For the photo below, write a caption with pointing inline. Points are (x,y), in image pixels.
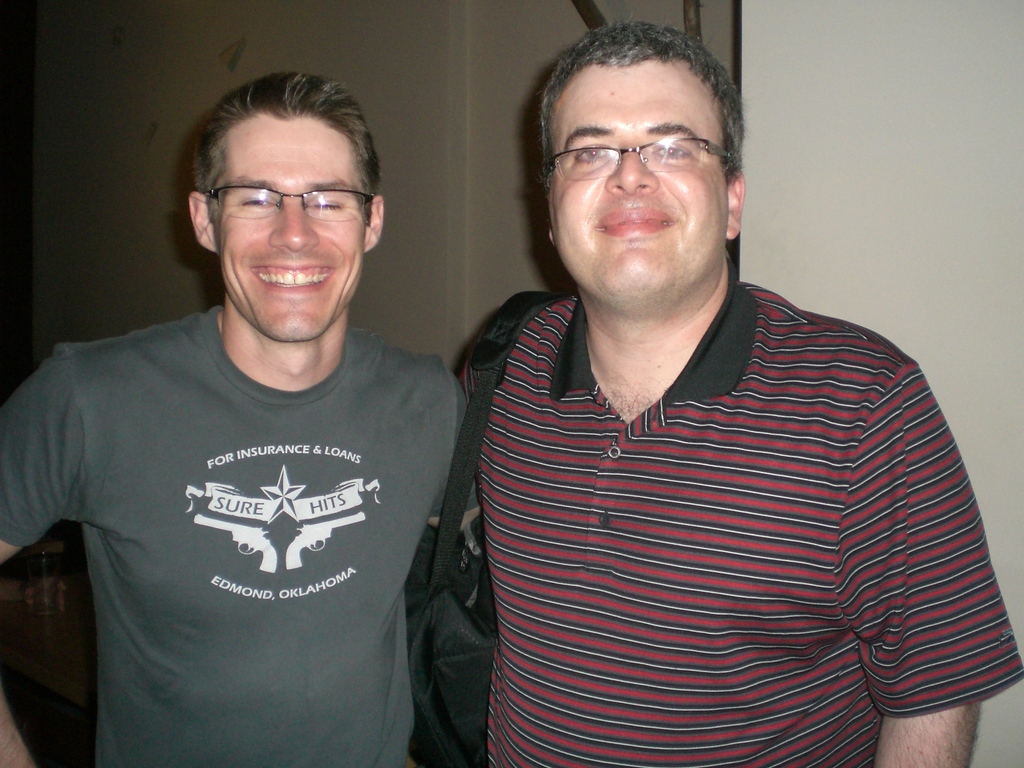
In this image there are two people (307,423) standing with a smile on their face (262,321).
